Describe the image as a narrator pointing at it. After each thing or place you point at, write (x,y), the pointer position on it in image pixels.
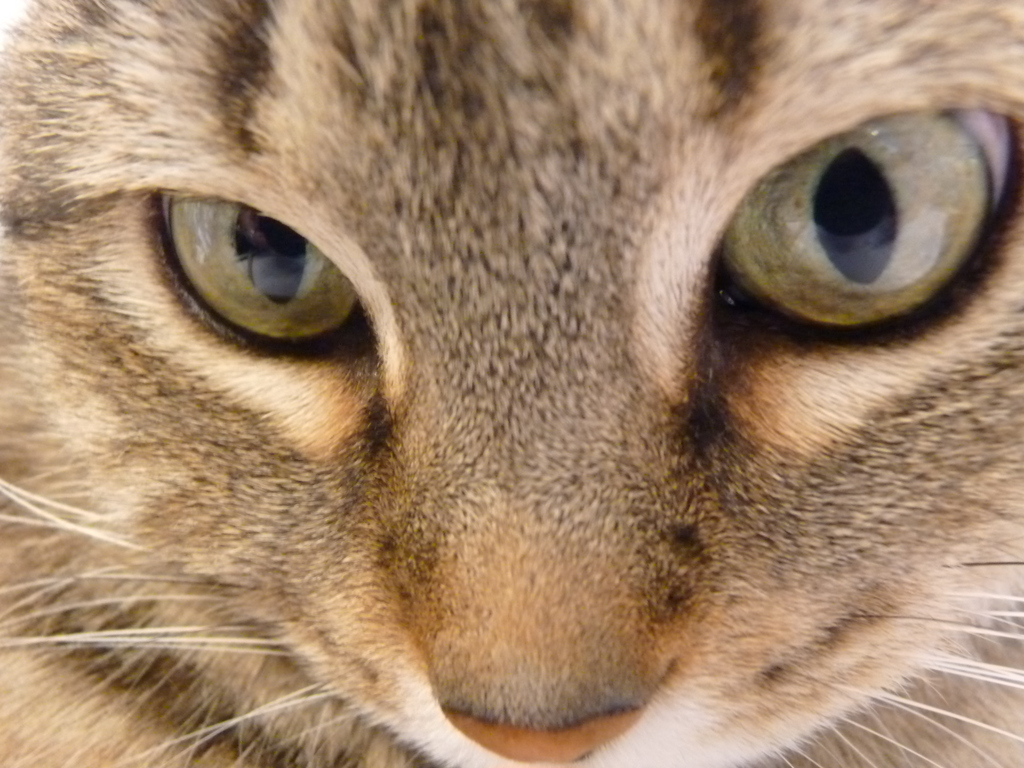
In this picture we can see an animal face (867,293) with eyes (167,214) and nose (450,695).
